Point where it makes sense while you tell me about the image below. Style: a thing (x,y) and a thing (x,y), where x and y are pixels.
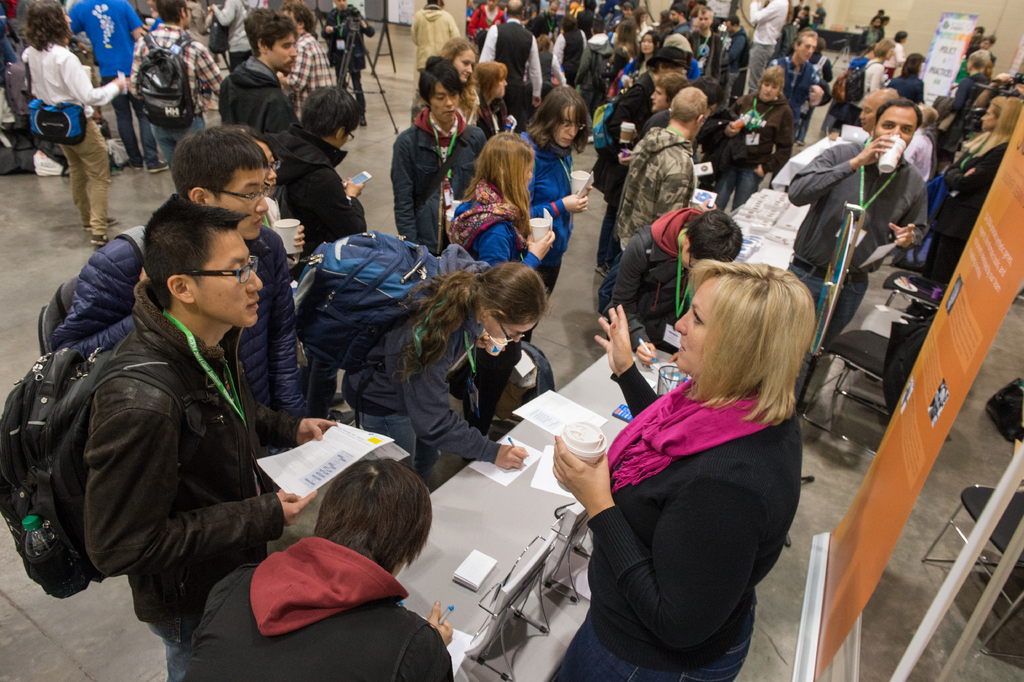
In this image we can see a group of people (417,384) standing on the floor (952,556). In that some are holding the pens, papers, bottles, devices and the bags (363,305). We can also see the tables (494,500) containing some papers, pens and some objects (581,546) on it, the banners (847,538), boards (857,580), chairs (929,550), poles (961,571) and a wall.
